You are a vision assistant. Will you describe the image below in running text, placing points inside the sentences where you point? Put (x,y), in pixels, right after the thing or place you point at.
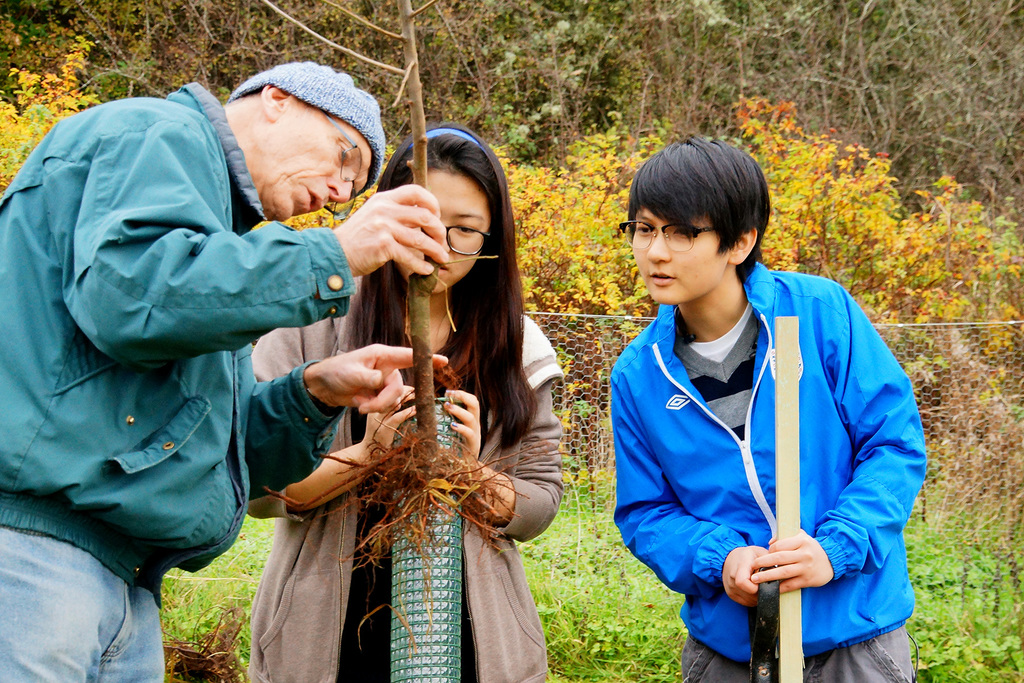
In this image, there are three people (496,442) standing. This man (373,402) is holding a small tree (415,425) with the roots (398,478). These are the trees (573,127) with branches (559,68) and leaves (651,69). This looks like a fence (948,364).
